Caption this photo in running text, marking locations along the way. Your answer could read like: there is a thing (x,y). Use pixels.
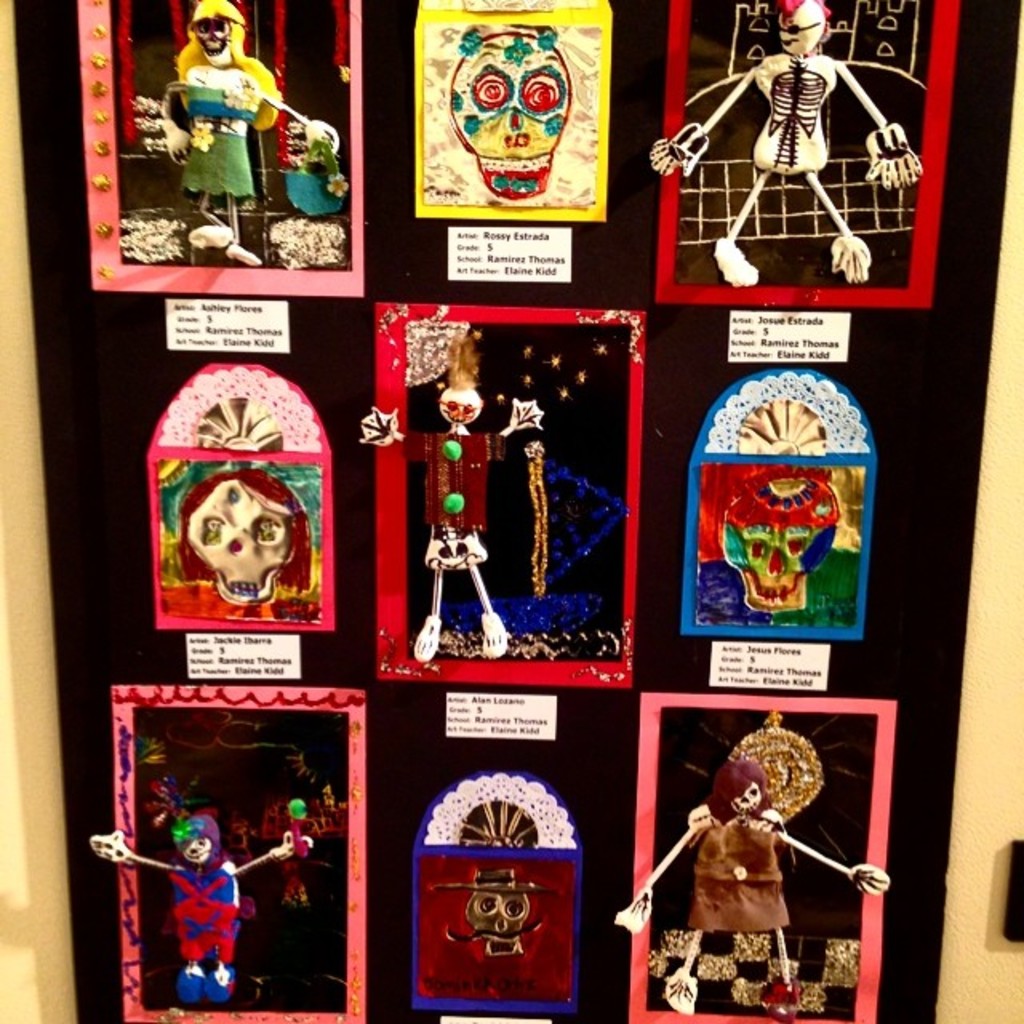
In this image we can see the dolls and some pictures (184,771) on the surface (405,257). We can also see some text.
